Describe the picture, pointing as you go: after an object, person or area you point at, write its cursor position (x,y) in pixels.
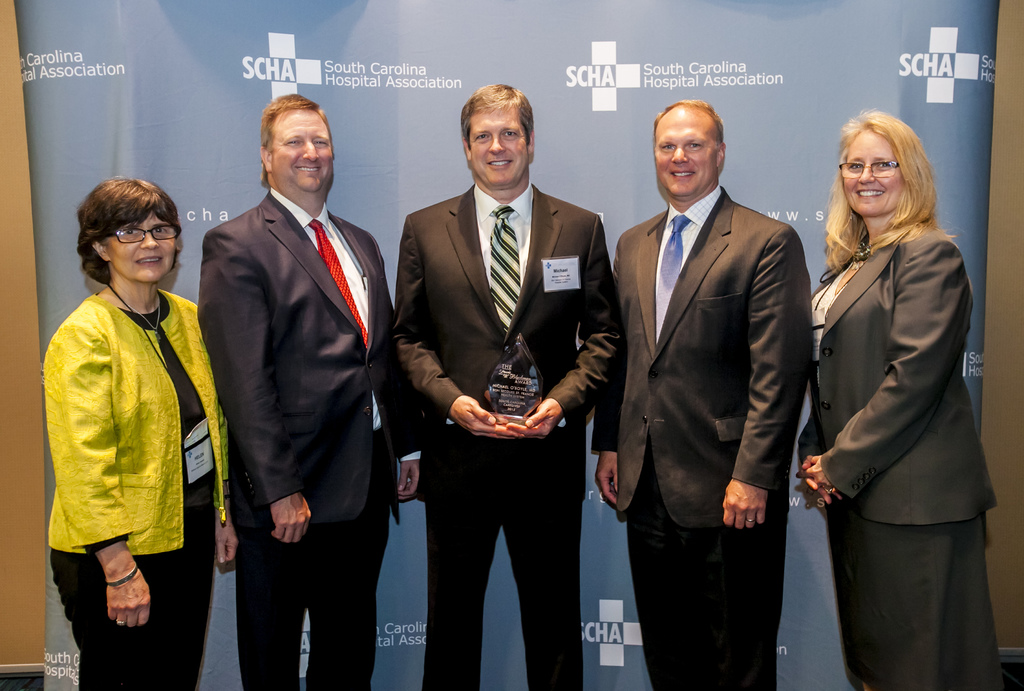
In this image I can see the group of people (534,349) standing and wearing the blazers (431,388). And I can see one person (108,431) wearing the yellow color jacket (87,444). I can see two people (130,202) are with specs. In the back (145,153) there is a banner (161,156) which is in blue color and something is written on it. I can also see the yellow color wall (15,504) in the back (16,484).
